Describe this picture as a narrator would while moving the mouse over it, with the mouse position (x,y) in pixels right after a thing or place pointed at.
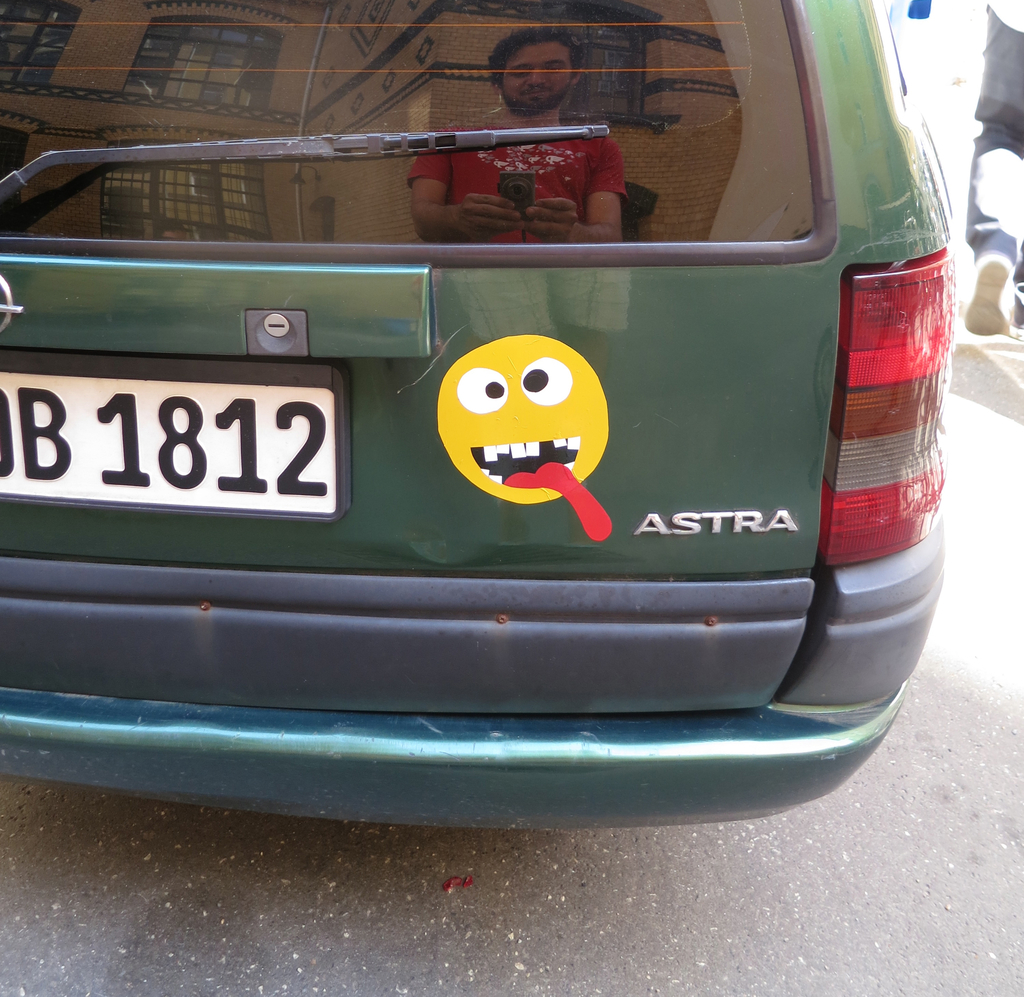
In the image in the center (583,494) we can see one car (392,349) on the road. On car (380,395), we can see one smiley emoji (468,426). And on glass (551,157), we can see reflection (327,200) of building (202,33) and one person (502,147) standing and holding mobile (503,187). On the right top (990,237) we can see one person (1010,111).
